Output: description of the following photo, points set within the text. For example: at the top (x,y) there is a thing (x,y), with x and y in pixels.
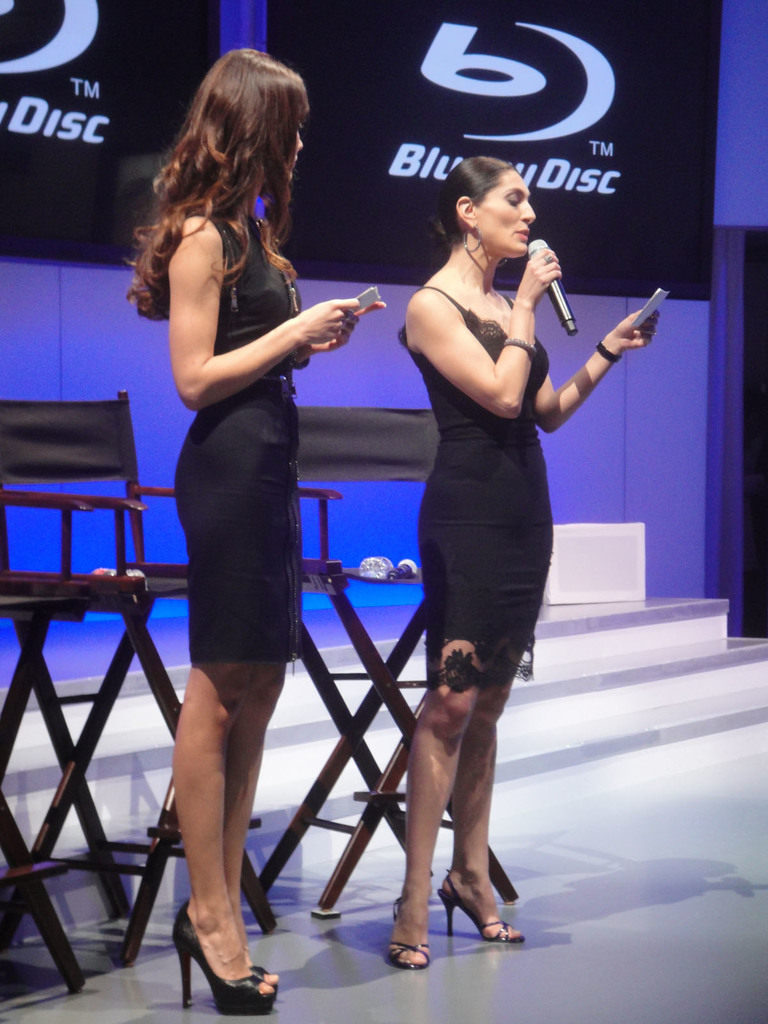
In this image, on the left (204,546), there is a lady (217,428) standing and holding a paper (359,306) in her hands (318,305) and on the right (533,386), there is an another lady (498,374) holding a mic (560,306) and a paper (638,319). In the background (335,80), there is a board (626,180) and we can see some chairs (402,749).
